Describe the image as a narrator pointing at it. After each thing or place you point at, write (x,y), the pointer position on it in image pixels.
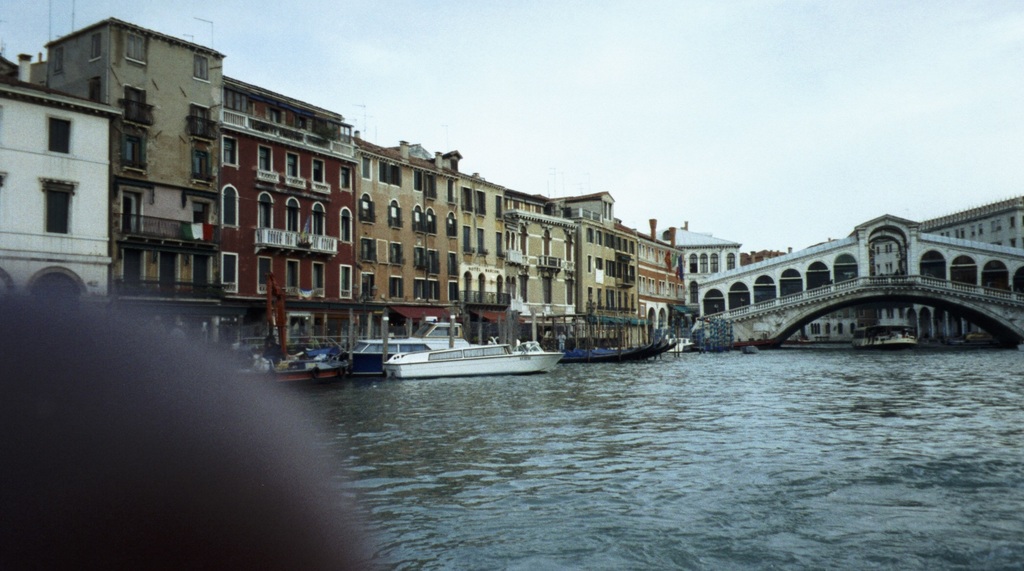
In this image, we can see so many buildings (609,311), bridge (762,330). Few boats (688,340) are on the water (555,379). Top of the image (694,138), there is a sky (724,112).
